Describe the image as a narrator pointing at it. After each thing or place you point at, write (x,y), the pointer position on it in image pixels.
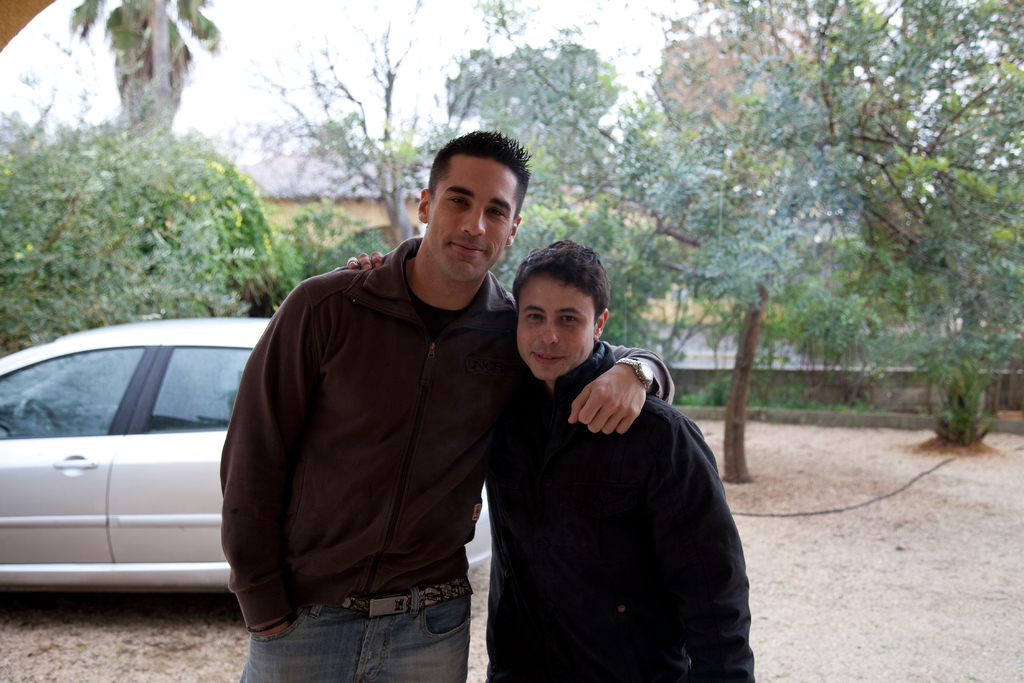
In this image we can see two men (546,492) standing. Man (422,461) on the left side (337,435) is wearing a watch (652,372). In the back (179,402) there is a car (151,402). Also there are trees (683,183), compound wall (770,373) and sky (329,47).
